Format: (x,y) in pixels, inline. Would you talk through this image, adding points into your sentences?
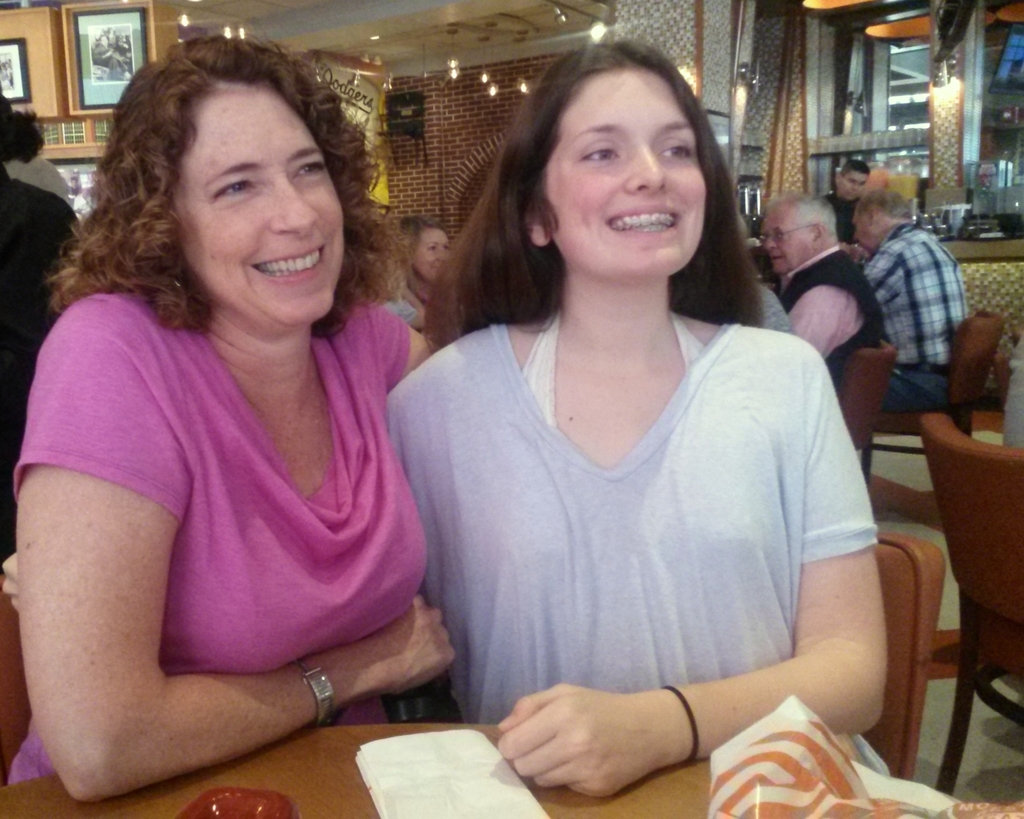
The image is taken inside a room (607,1), In the front (426,456) there are two women (505,394), to the left (266,394) the woman (207,339) is a pink colored t-shirt (353,421) and to the right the woman (484,217) is wearing a gray colored t-shirt (469,409). Both are sitting in front of the table (388,730), on which there is a paper (442,778) and a plastic bag (749,775). In the background (834,286) there are two old men (821,302), and a wall (771,65) with curtains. And to the left (94,37) there are frames (105,53).
